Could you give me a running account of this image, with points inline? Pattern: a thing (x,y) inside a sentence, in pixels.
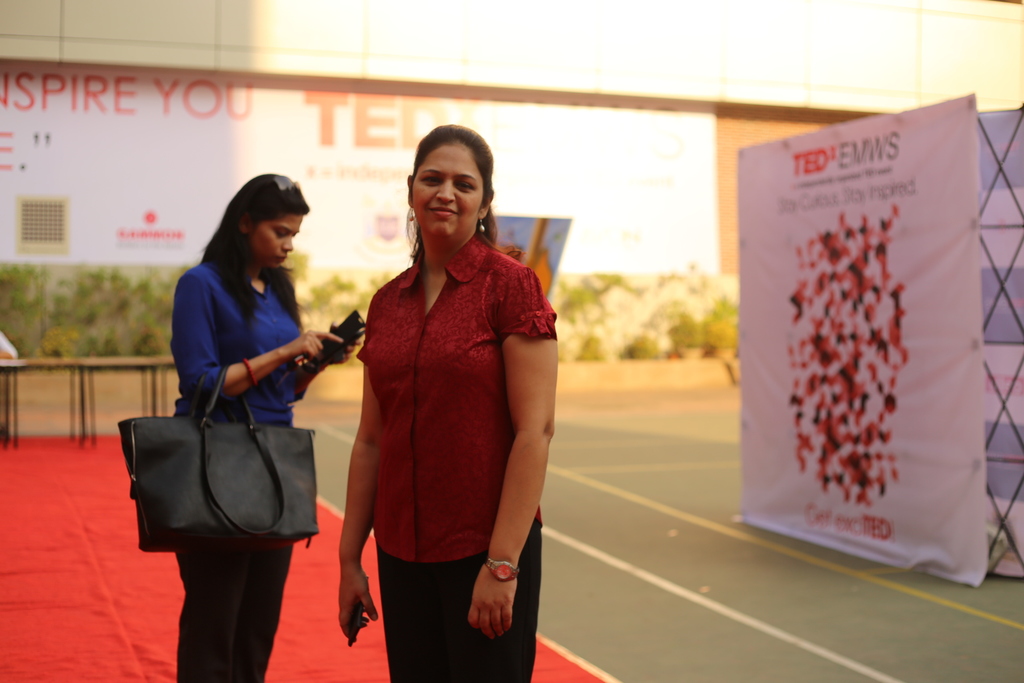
There are two women (412,447) standing. One women (270,388) is holding a black color hand bag (231,463) and using mobile phone (328,344). Here I can see a banner (893,338) with some red design (873,328). At background (100,318) I can see a small plants (107,307) and a building (479,73).
